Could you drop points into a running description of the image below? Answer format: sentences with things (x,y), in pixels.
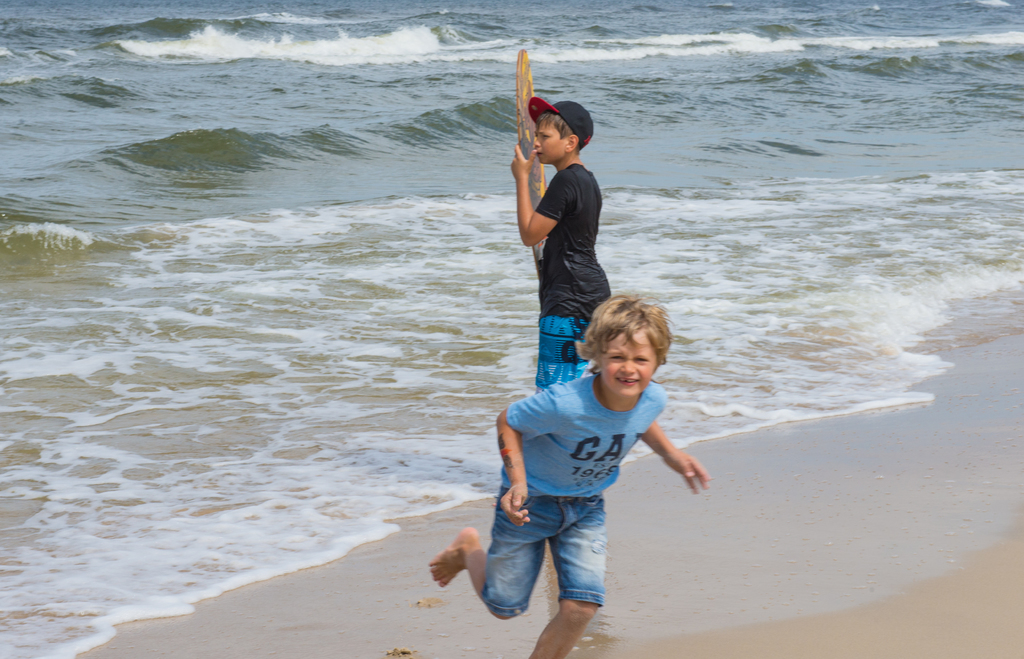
In front of the picture, we see a boy (554,408) in the blue T-shirt (539,465) is running. Behind him, we see a boy (600,270) in the black T-shirt (582,237) who is wearing a black and red cap (576,126) is standing and he is holding a board (540,256) in his hand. At the bottom (755,571), we see the sand (797,556). In the background (430,249), we see water (506,199) and this water (746,218) might be in the sea (710,236).
